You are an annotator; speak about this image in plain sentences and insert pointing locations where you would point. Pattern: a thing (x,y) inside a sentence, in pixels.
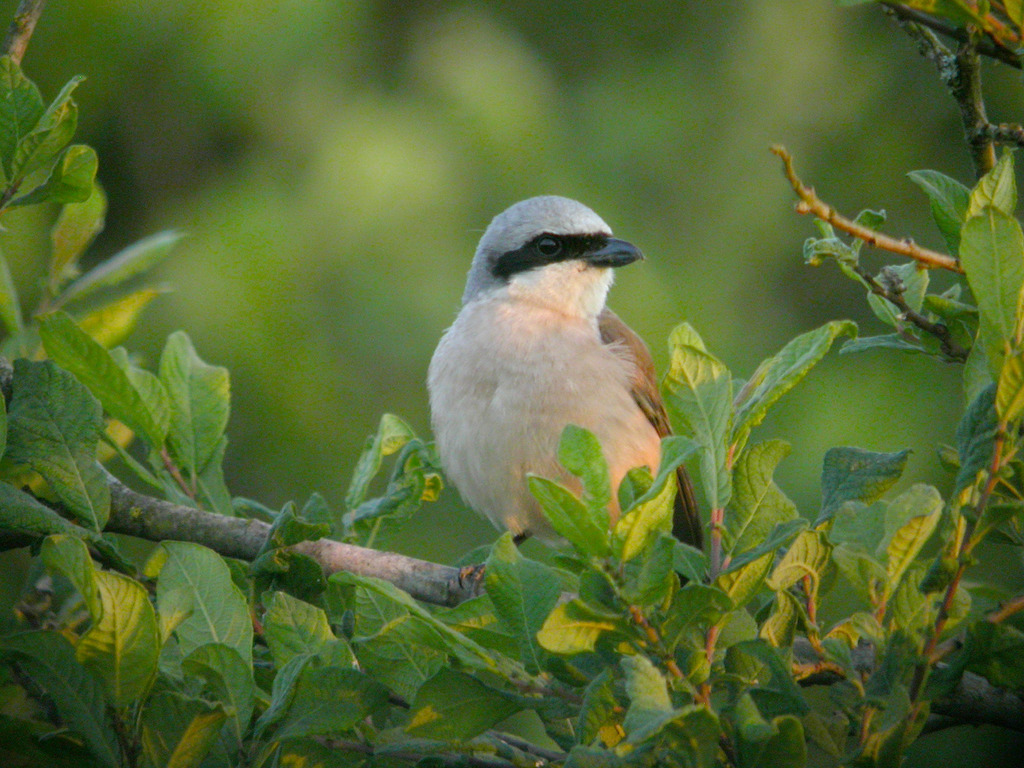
In the center of the image (505,468) we can see a bird (501,431) is present on a stem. At the bottom of the image (508,614) we can see the leaves (572,587). In the background (727,79), the image is blur.
